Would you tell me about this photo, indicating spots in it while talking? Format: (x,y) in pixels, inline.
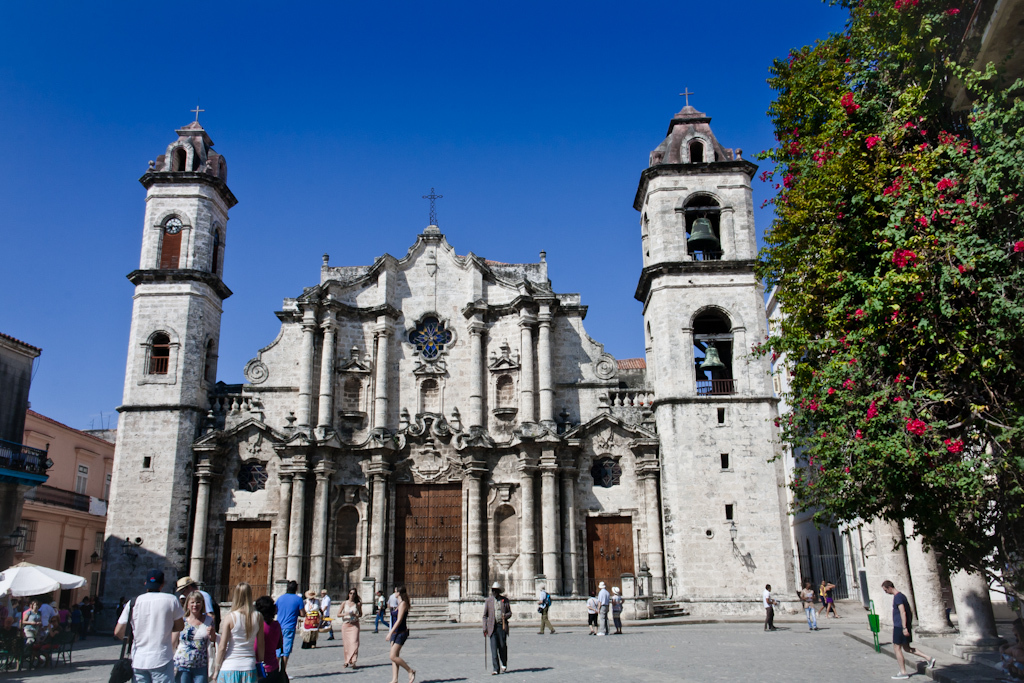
In the foreground of this image (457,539), there is a church (395,463). On bottom (303,620), there are persons (231,635) on the ground (324,646). On right (878,300), there is a tree (881,334) with flowers (887,187). On left (46,507), there are buildings (48,526), an umbrella (26,585) and the sky (63,137).
